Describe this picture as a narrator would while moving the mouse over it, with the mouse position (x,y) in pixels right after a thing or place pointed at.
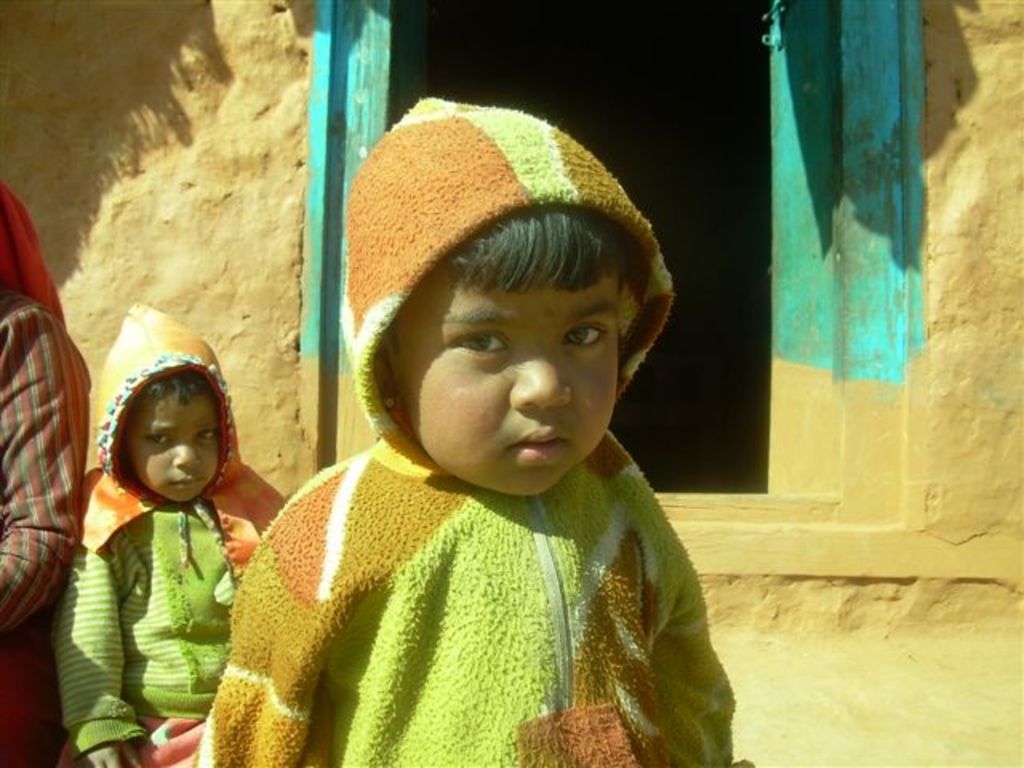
In this image, we can see kids (444,460) wearing sweaters (328,490) and in the background (36,361), there is a person (45,305) and we can see a wall (166,82) and a door (819,191).
